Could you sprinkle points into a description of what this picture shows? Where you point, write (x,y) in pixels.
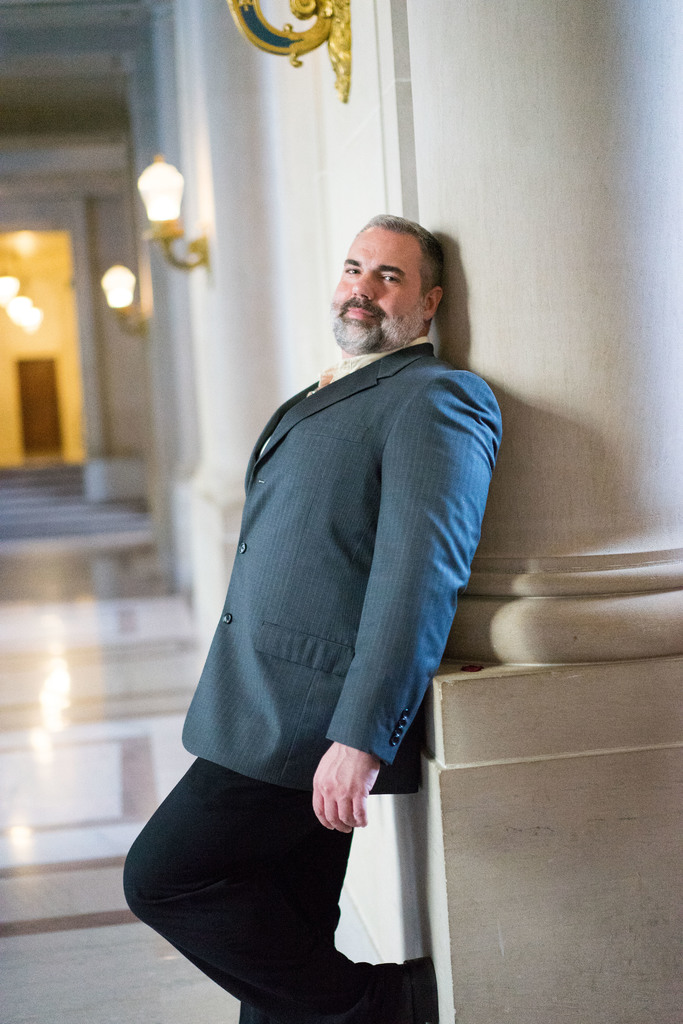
In this image there is a person (391,580) standing near the pillar (513,917). He is wearing a suit (298,629). Few lights (21,310) are attached to the wall (284,272). Left side (14,513) there are stairs (48,493). Behind there is a door (41,405) to the wall (11,456). Few lights (30,320) are attached to the roof (32,267).
